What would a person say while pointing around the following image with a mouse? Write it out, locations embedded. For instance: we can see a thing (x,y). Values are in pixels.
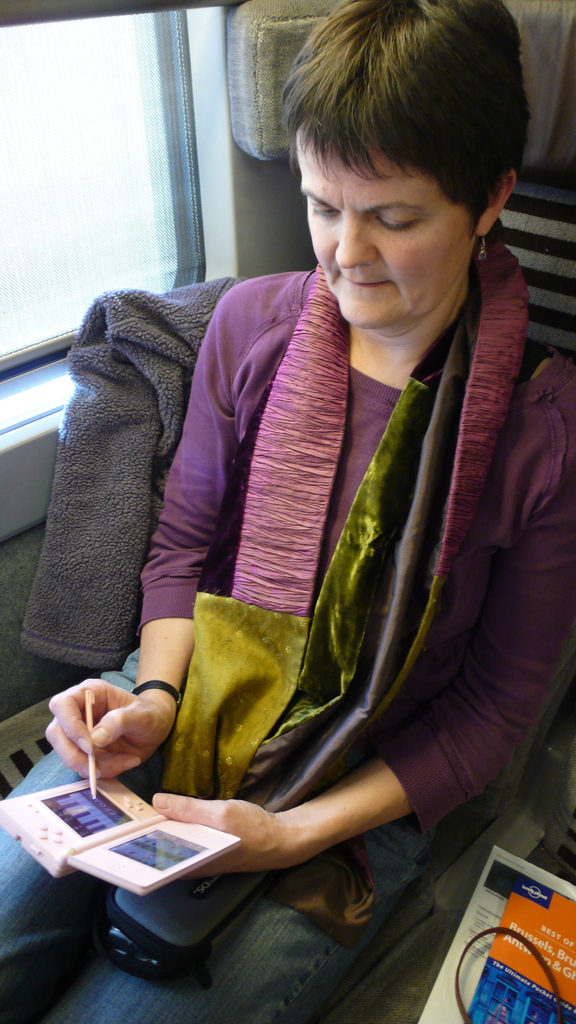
The image is inside the room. In the image there is a woman (513,487) sitting on chair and holding a electronic device (76,827) on her hand (209,819), in background (302,257) we can see a couch (534,243), towel (154,317) and a window (118,249) which is closed and right side (536,895) there is a book (534,906).
